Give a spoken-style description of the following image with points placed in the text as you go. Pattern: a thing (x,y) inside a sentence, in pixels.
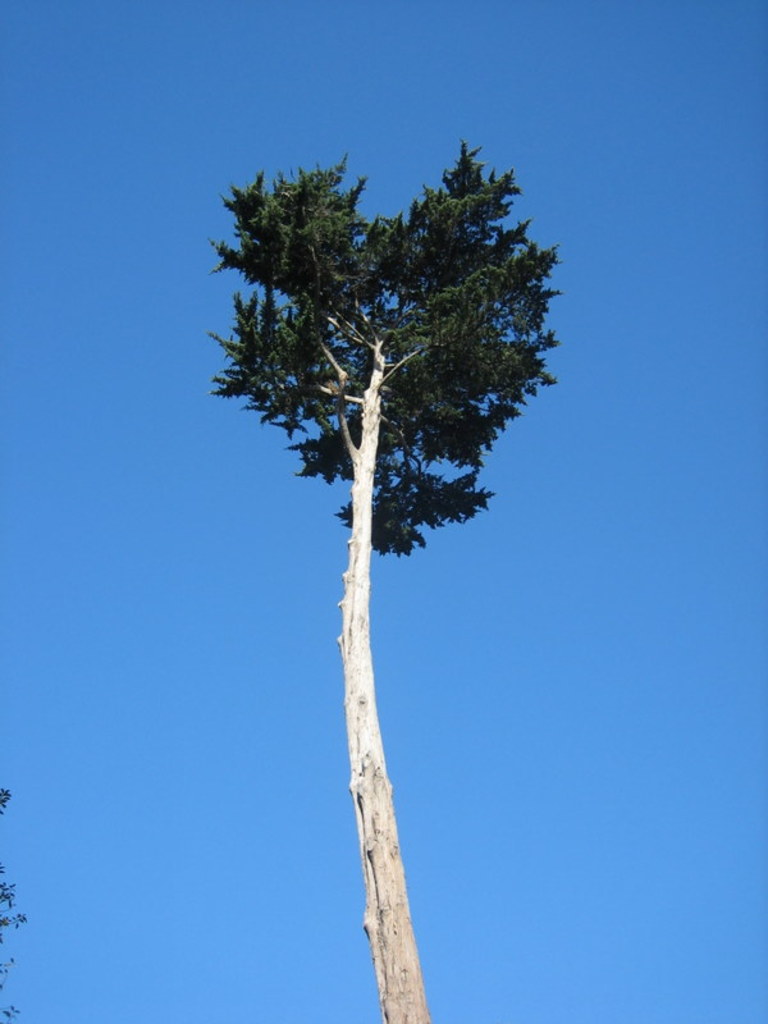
In this image I can see a tree (421,387). In the background (109,455), I can see the sky (154,519) in blue color. In the bottom left (7,917) few leaves (12,900) are visible.
